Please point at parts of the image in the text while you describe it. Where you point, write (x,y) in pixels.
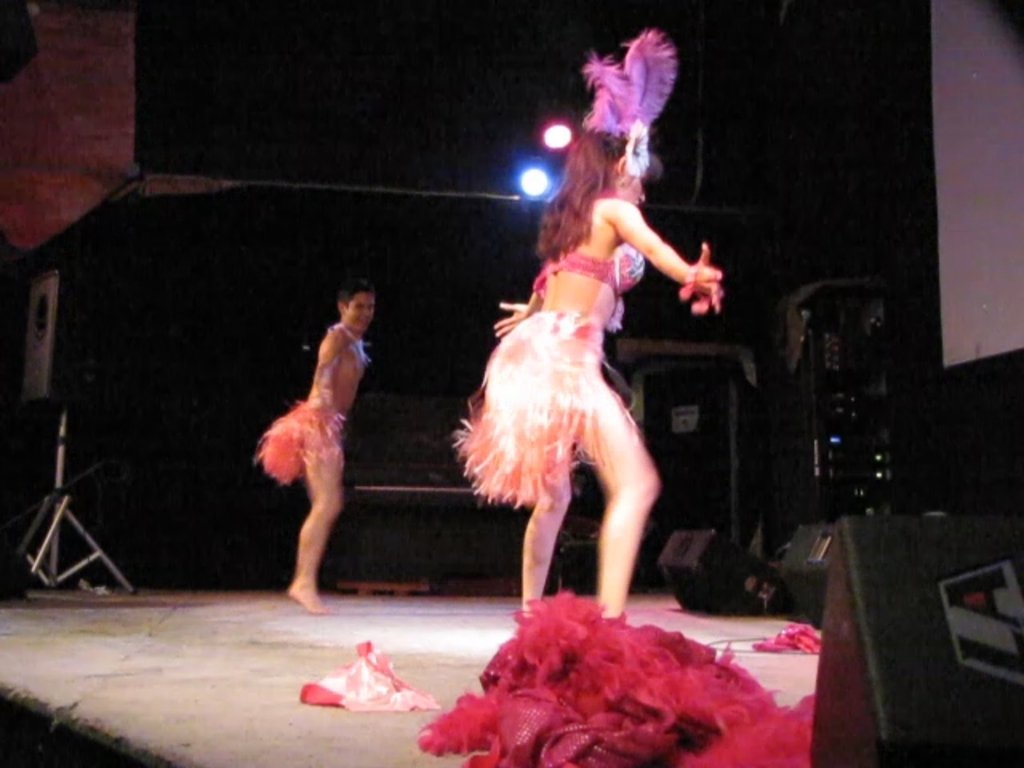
In this image, there are two persons (574,310) standing and wearing clothes (565,340). There is a speaker (56,350) on the left side of the image (100,383). There is an equipment (863,309) on the right side of the image (925,563).
